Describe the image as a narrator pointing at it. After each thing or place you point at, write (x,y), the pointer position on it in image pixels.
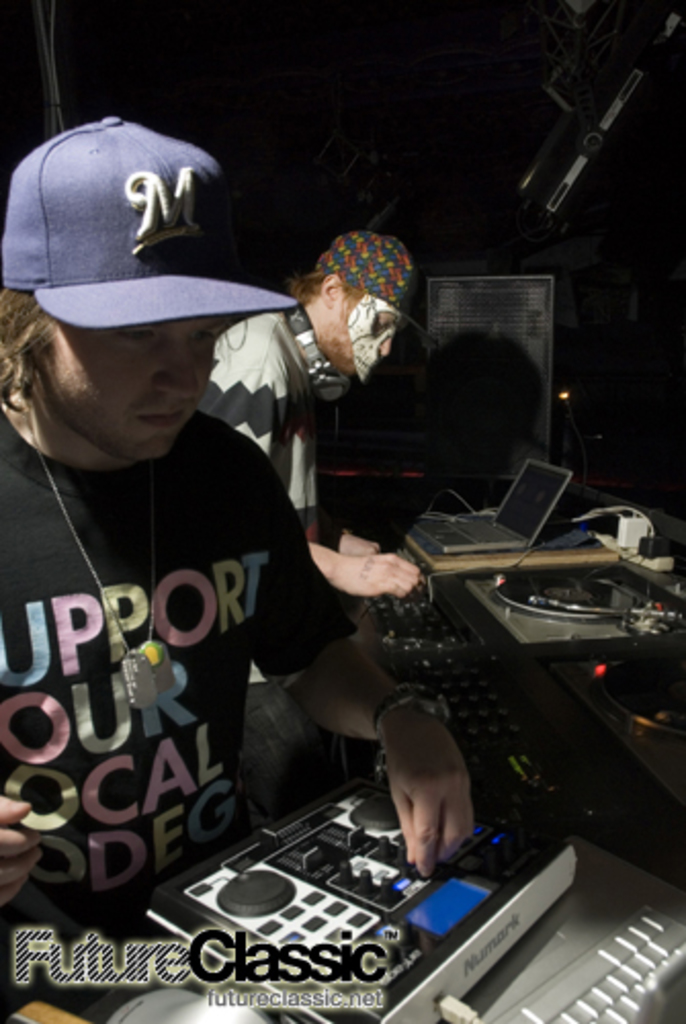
In this image we can see two persons (275,593) playing the musical instruments (284,924), there is a table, on the table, we can see a laptop (514,542), cables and switchboard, also we can see a board (491,470) and some other objects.
